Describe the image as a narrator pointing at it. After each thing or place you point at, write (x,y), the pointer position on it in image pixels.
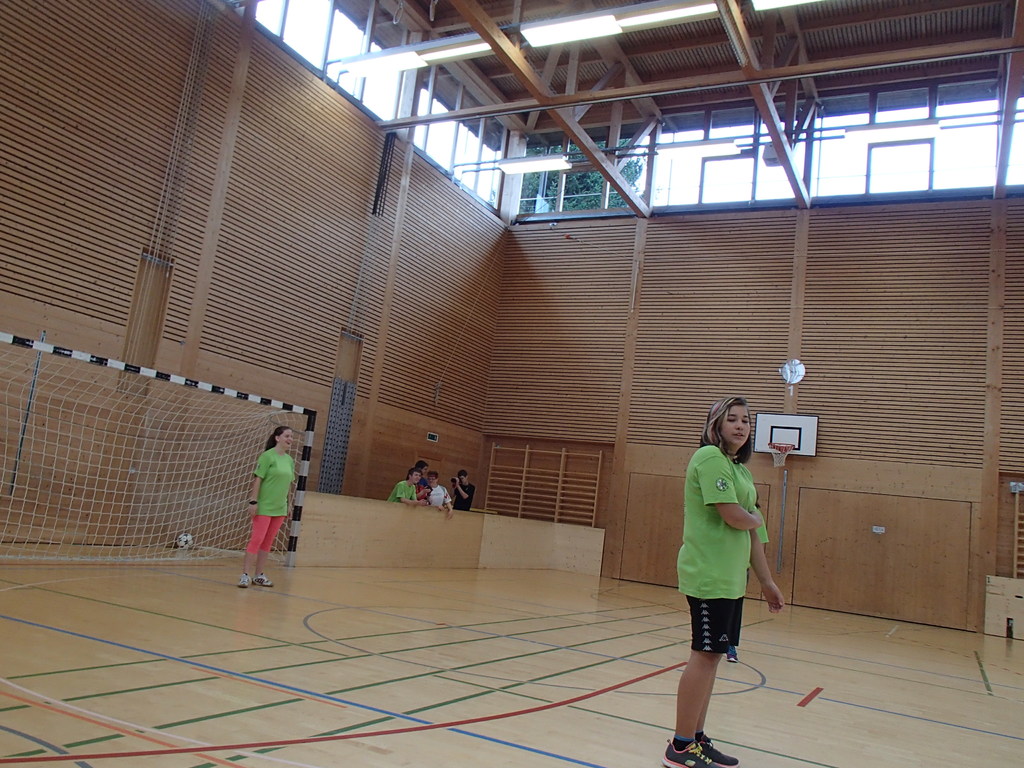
In this image I can see a group of people (729,418) on the floor (611,632), ball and a goal net (232,527). In the background (364,497) I can see a wall (570,379), lights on a rooftop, metal rods (731,43), trees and the sky (719,193). This image is taken may be during a day.
